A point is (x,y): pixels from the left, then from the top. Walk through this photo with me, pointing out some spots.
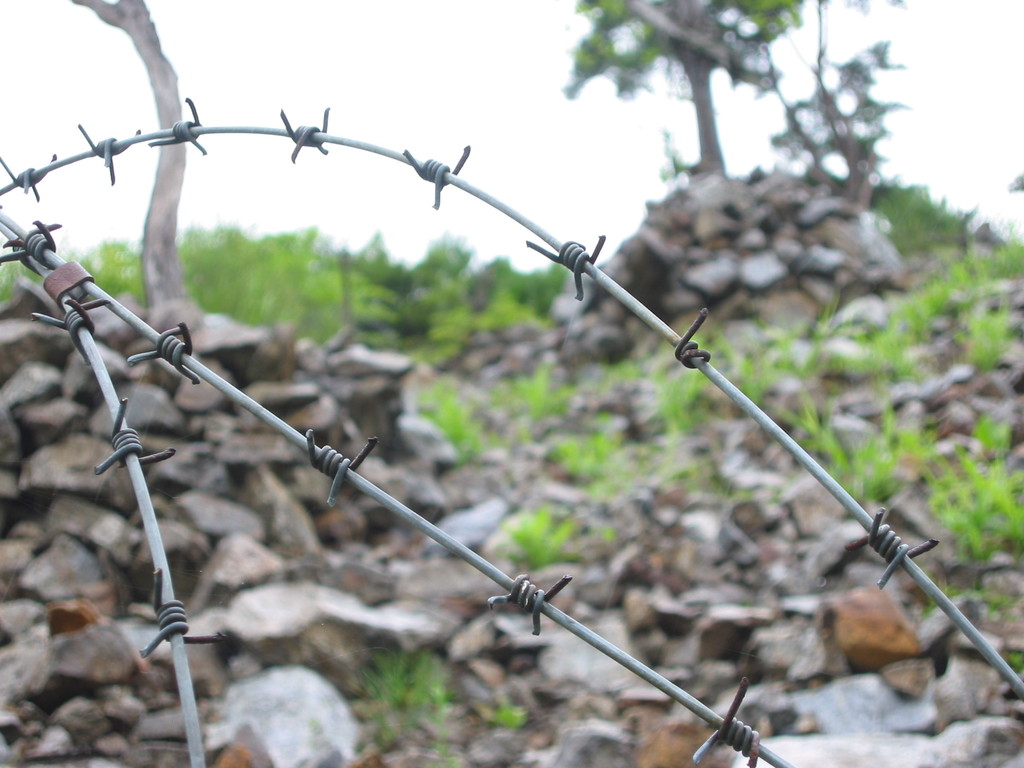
This image consists of a fencing (40,243). At the bottom (618,675), we can see many rocks (497,528). In the background (706,166), there is a tree (823,103) along with the grass (532,321). At the top (299,48), there is a sky (221,97).
